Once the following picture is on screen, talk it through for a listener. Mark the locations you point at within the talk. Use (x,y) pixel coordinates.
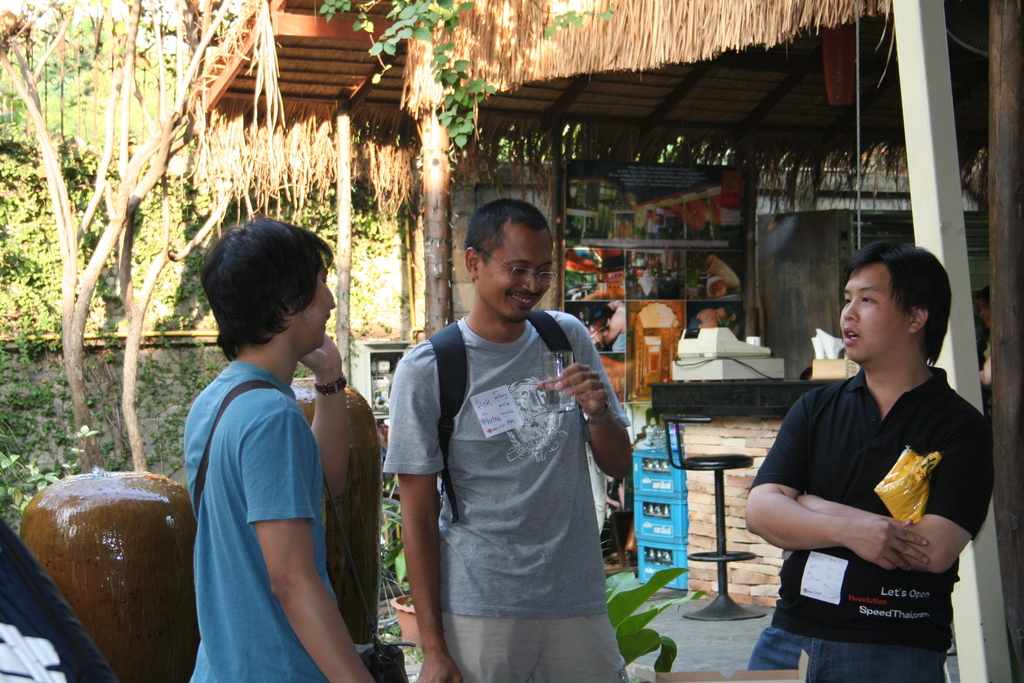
Here there are three men (590,386) standing and the middle person (568,386) is holding a glass (563,370) in his hand (571,396) and on the right (901,493) a person (870,518) is holding a bag (909,496) in his arms (908,521). In the background (59,313) there are trees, wooden poles (998,334), hoardings (635,363), electronic device (711,346) and tissue papers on a table (736,388), chair (710,462) at the wall (748,424) and this is floor (707,645) and here in the background (984,331) there is a person (984,331) on the right (986,321).
